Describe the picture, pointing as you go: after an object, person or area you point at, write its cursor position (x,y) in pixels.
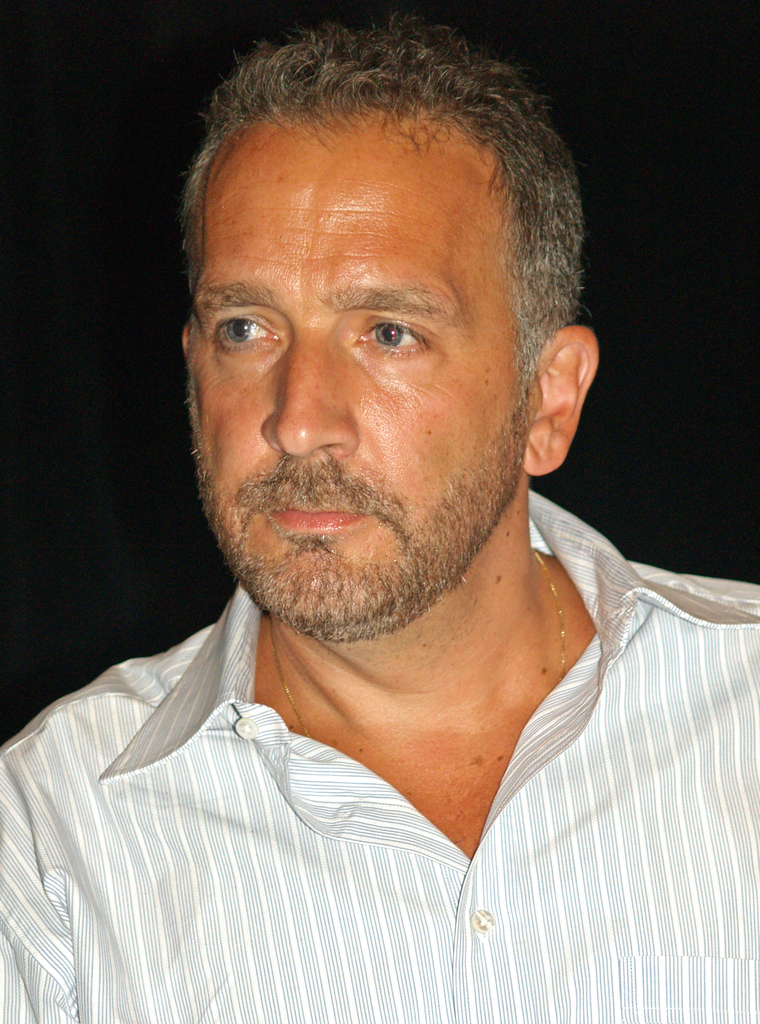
In this picture there is a man (368,874) wearing a white shirt (602,958) is looking on the left side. Behind there is a black background (174,407).
